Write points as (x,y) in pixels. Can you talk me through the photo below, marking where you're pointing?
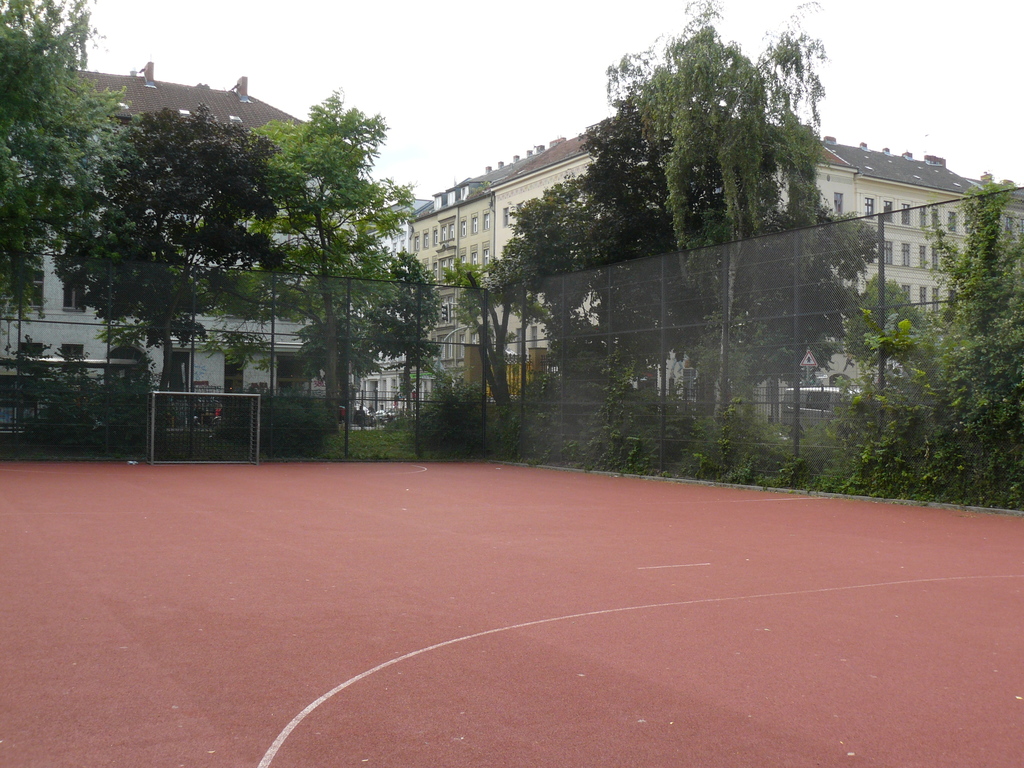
In this image in the center (349,293) there are some buildings (922,176), trees (421,317), poles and net (482,418). At the bottom (347,564) there is ground (246,767), and at the top (432,35) there is sky (551,34).
